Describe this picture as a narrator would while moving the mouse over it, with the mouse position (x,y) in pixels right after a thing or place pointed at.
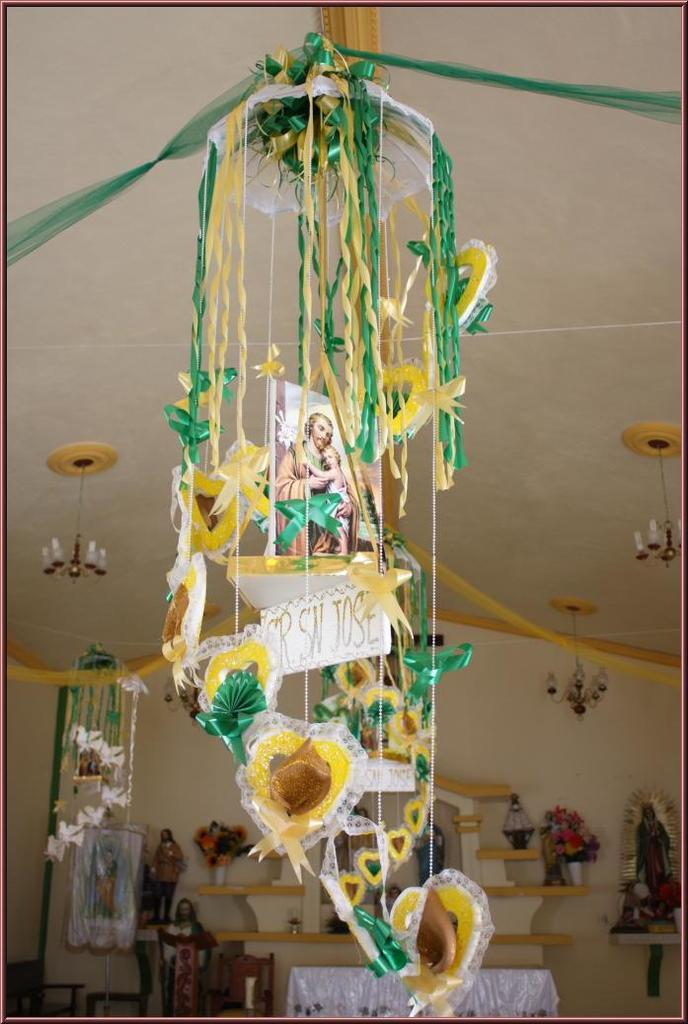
The image is taken in the room (213,920). In the center of the image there is a table (306,1007) and we can see a shelf (236,938). There are things (198,837) placed in the shelf (511,853). At the top (305,169) there are wind chimes (372,626) attached to the roof (517,294) and we can see decors (39,673).
